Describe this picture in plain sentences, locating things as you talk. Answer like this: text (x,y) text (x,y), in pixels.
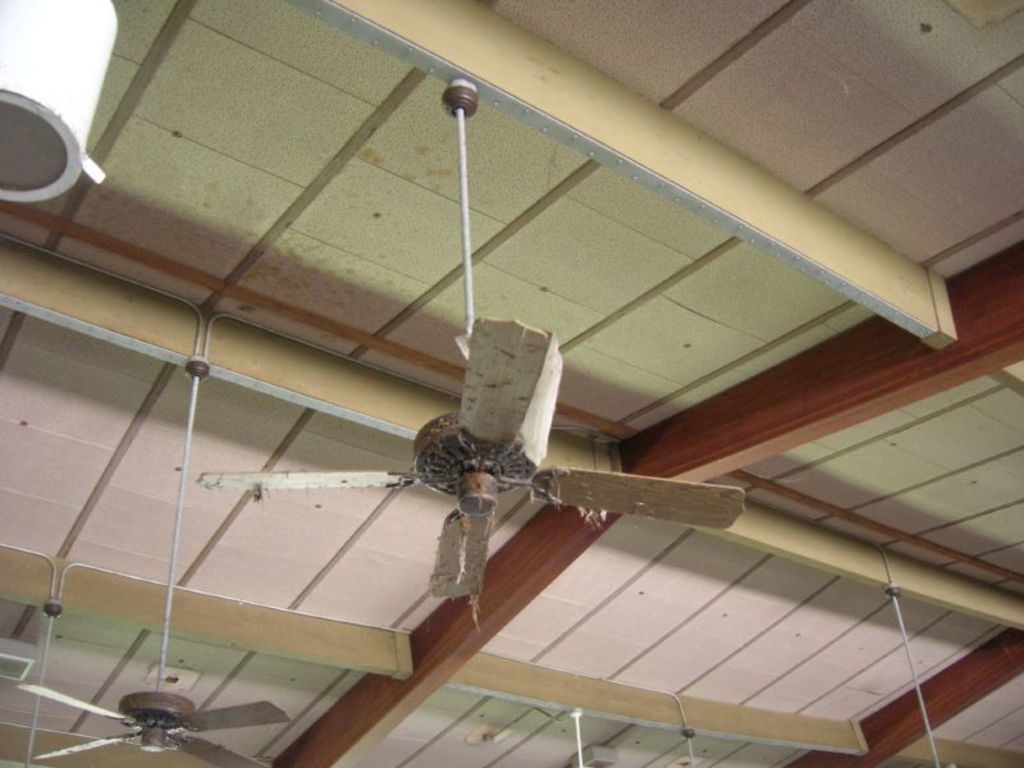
In this picture I can see there is a fan (466,483) attached to the ceiling (430,250) and there are many more fans (163,661) attached to the ceiling (352,592). It has wings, the fan (481,505) is dirty, it has dust (463,421) and there are few papers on it. There is a white color object (62,142) placed on the ceiling (160,491) and there is a wooden frame (580,418) on the ceiling (517,250).
